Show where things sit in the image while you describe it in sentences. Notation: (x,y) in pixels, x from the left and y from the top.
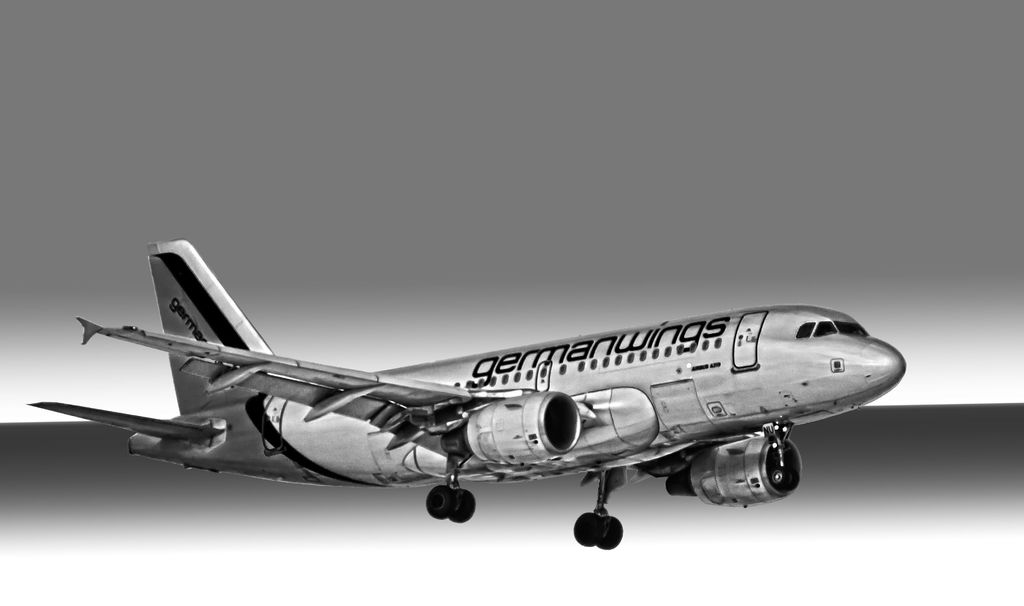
In the center of the image (397,395) we can see an aeroplane (561,411).
